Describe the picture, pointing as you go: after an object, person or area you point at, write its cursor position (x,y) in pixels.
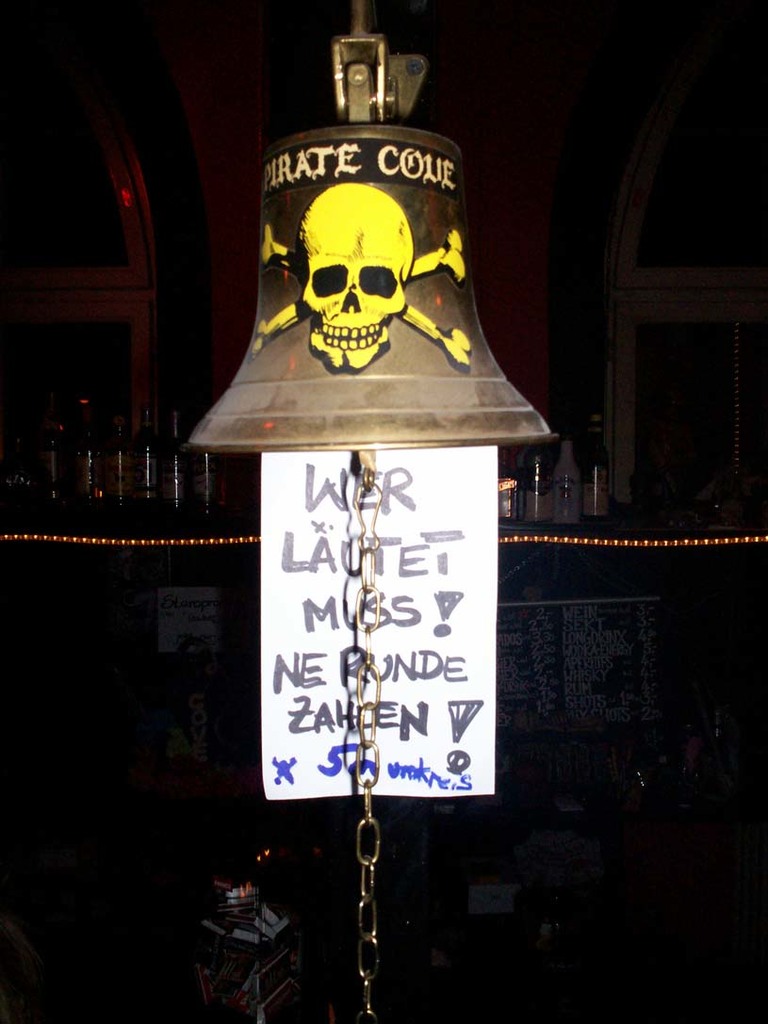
In this image, we can see a bell (298,381) and there is a skull picture (375,264) on the bell (373,395). We can see a poster (264,525) hanging and there is a dark background (12,855).
